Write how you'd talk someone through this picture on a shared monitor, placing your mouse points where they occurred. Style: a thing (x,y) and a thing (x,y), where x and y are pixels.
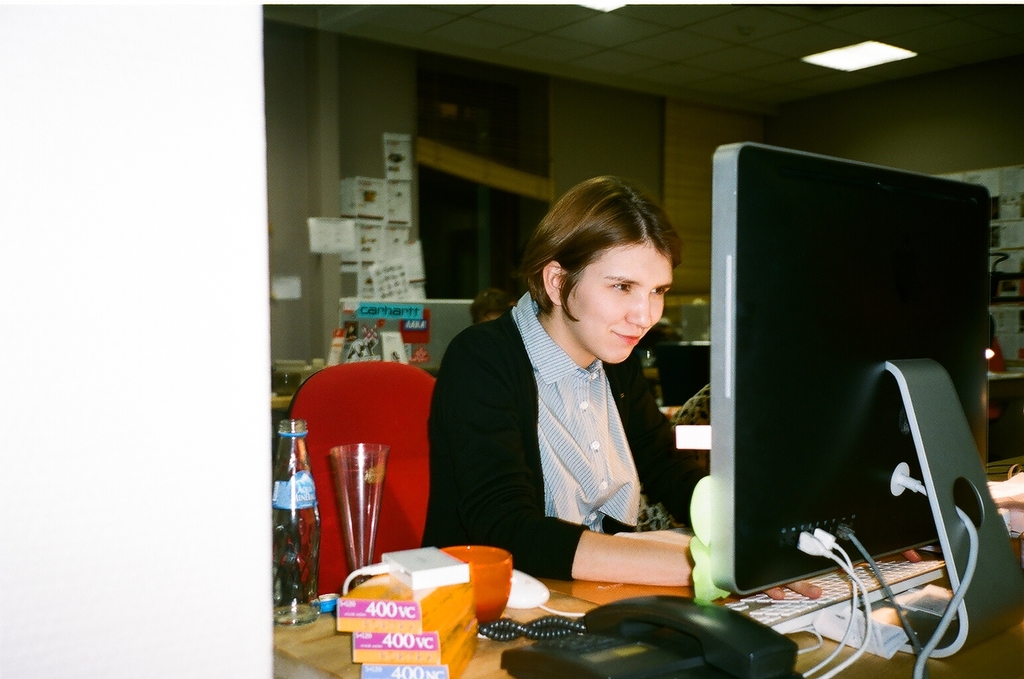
As we can see in the image there is a wall (283,202), chair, table (524,641), monitor (736,478) and a woman (590,415) sitting on chair (423,427). On table (477,663) there is a telephone (535,637), boxes (423,625), bowls (481,592) and glasses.
